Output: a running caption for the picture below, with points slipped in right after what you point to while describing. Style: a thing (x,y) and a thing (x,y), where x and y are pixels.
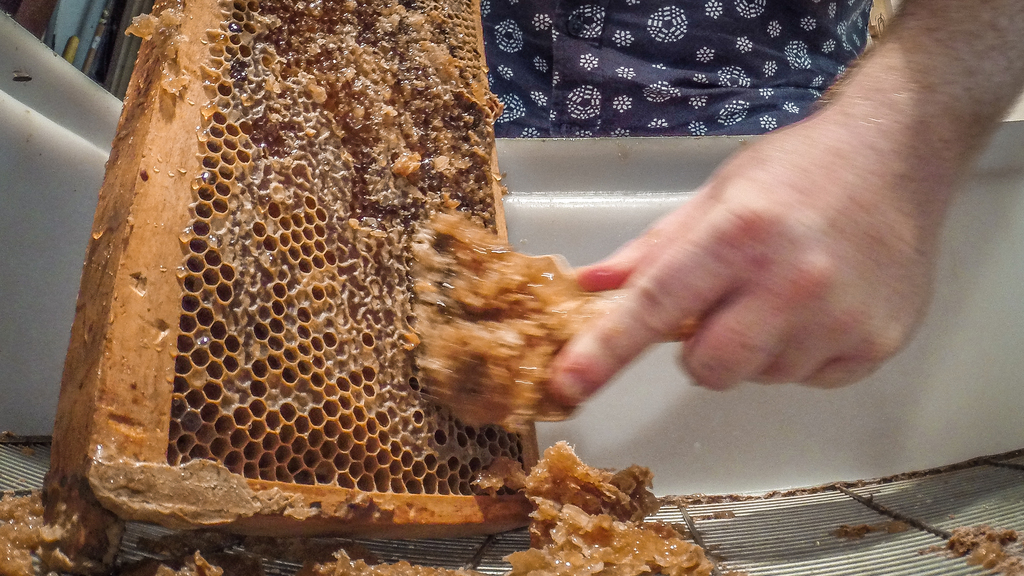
In the image there is a person (859,32) extracting wax (467,381) from a honeycomb (242,160) in a container (591,160).
